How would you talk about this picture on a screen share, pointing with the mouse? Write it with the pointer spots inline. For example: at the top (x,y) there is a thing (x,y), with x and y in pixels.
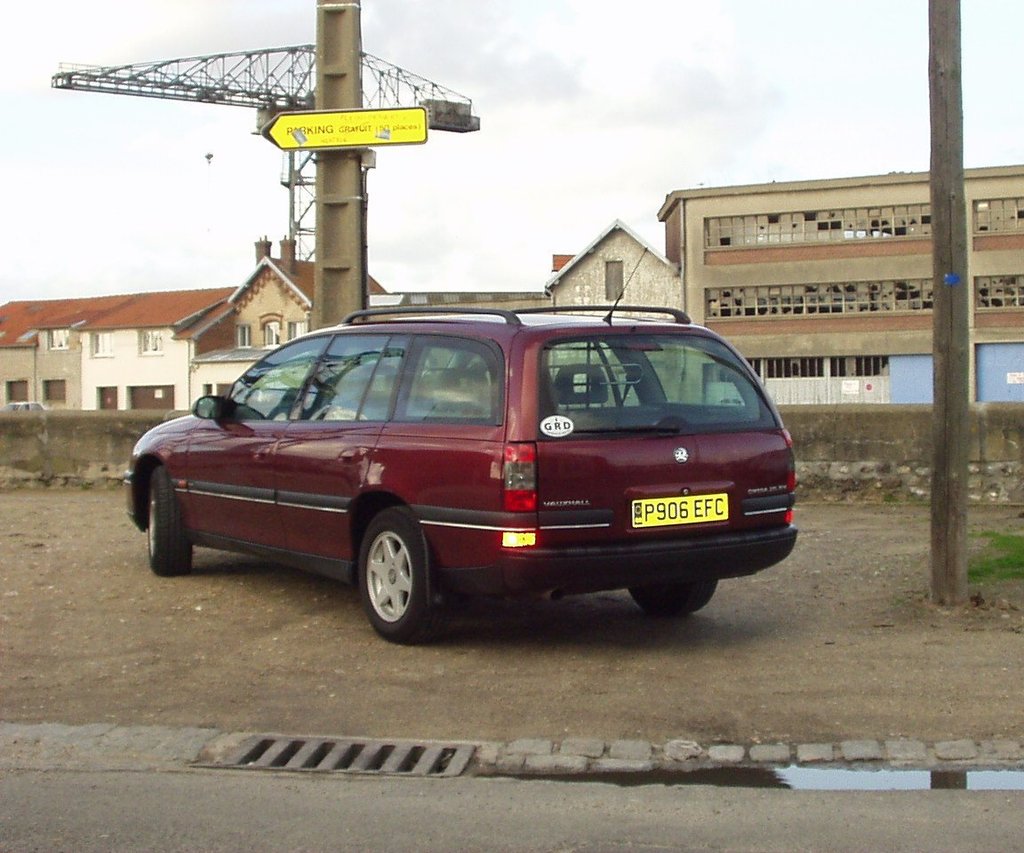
In this picture there is a vehicle (380,348) which is in red in color. It is facing towards the left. At the bottom (610,837) there is a road (380,817). Towards the right (935,529) there is a pole (949,543). Before the vehicle (336,333) there is a pillar (343,70) with a crane (220,99). In the background (383,278) there are buildings (625,253) and a sky (528,191).
